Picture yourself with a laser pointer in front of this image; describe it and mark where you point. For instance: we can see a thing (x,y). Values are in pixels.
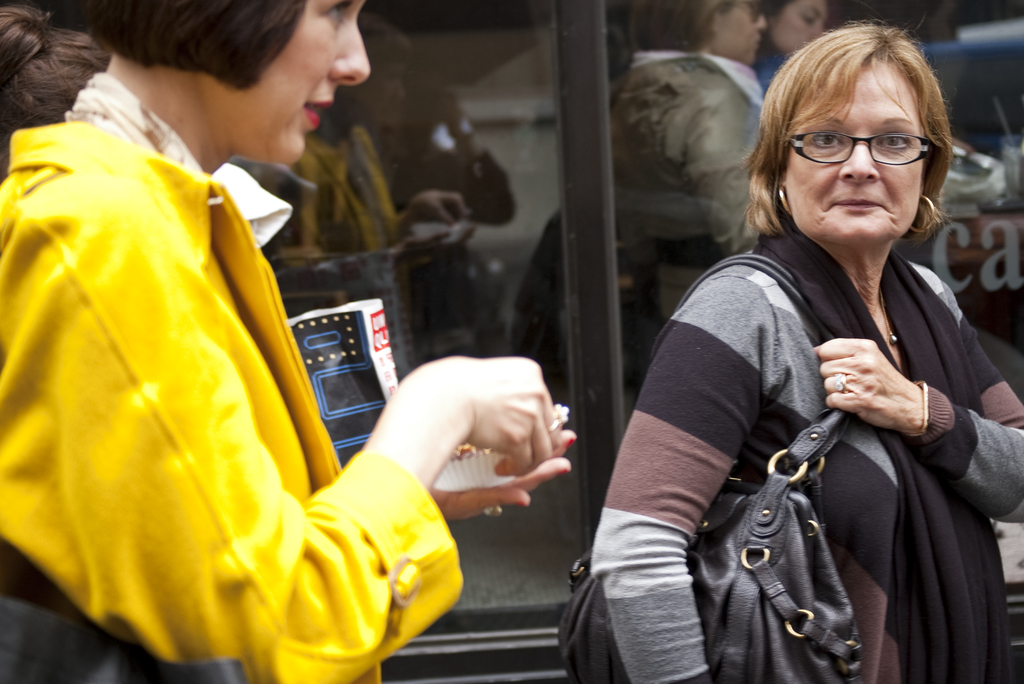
In this image, we can see two women (447,533). On the right side (784,541), a woman (623,542) is wearing a bag (799,458) and glasses (840,153). She is watching. On the left side of the image (196,477), we can see a woman (289,570) holding an object (470,468). Background (501,268) we can see glass object (631,244), hair (64,70) of a person (66,86) and few things (304,242). Through the glass (488,78) we can see few people (669,142). Here we can see few reflections (446,234) on the glass (426,190).
